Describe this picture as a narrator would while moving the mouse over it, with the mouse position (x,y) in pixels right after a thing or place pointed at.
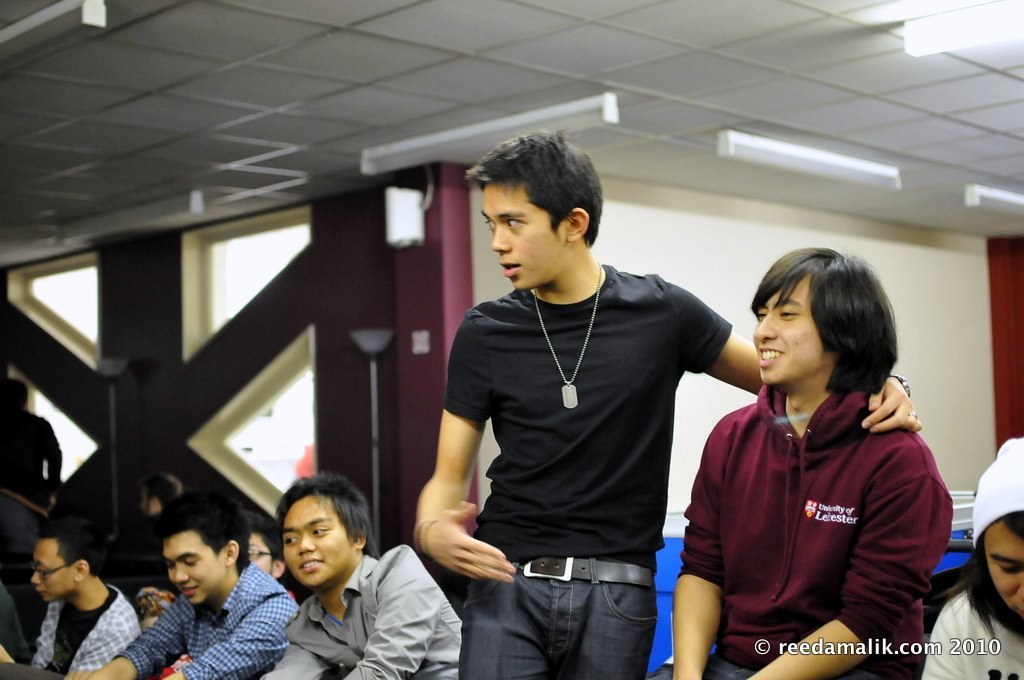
The man (600,469) in the middle of the picture (622,393) is standing and he is looking at something. Beside him, we see a man (797,460) in maroon jacket (814,491) is smiling. Beside him, we see many people (370,551) are sitting on the chairs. Behind them, we see a blue color table (662,572). In the background (395,385), we see a wall (424,279) in white and purple color. At the top of the picture (587,114), we see the ceiling (672,76) of the room (587,114).
